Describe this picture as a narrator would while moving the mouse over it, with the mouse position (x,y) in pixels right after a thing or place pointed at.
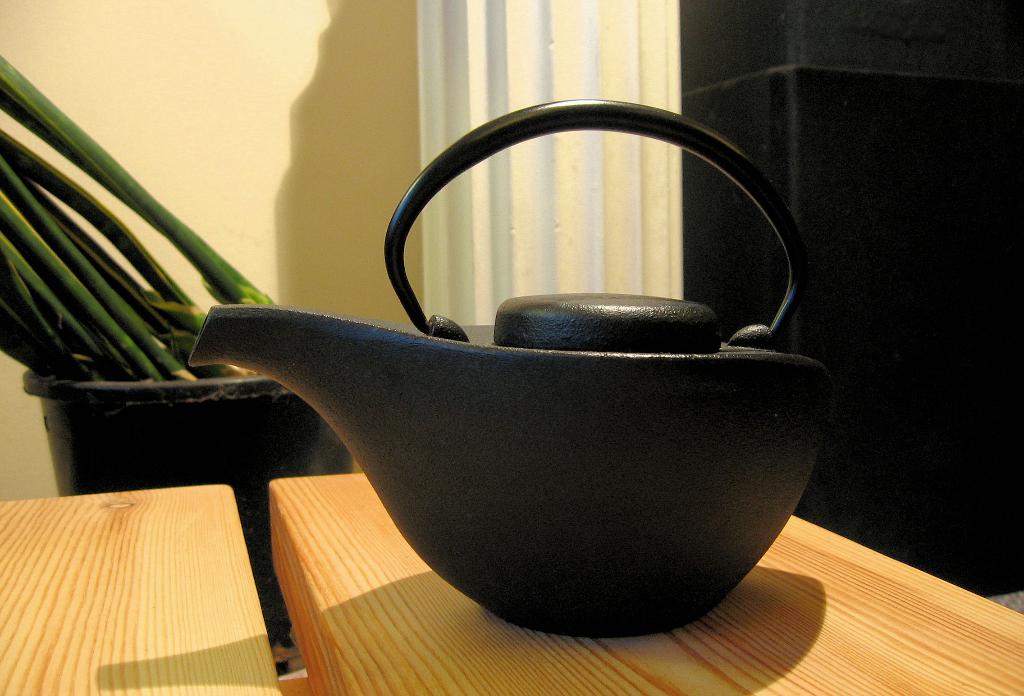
In this picture we can see a black object (541,429) on the wooden table (524,638) and behind the table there is a house plant (196,329) and a wall (235,129).
